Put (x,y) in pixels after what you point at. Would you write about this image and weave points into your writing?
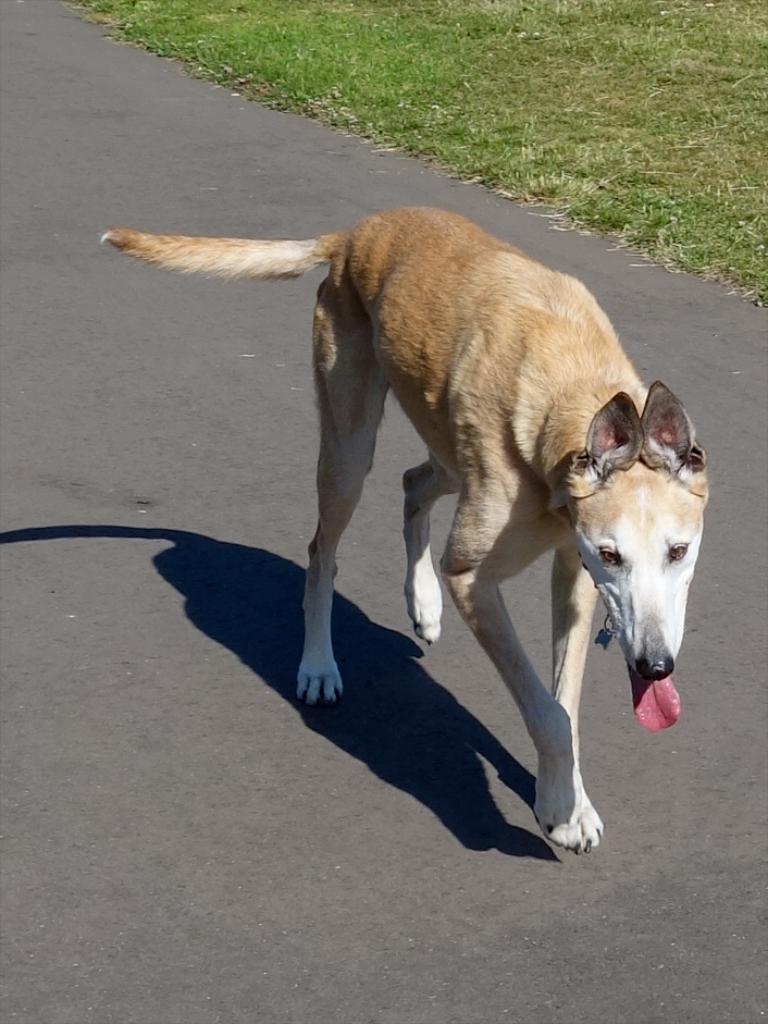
In this image we can see a dog (509,626) on the road (488,667). We can also see some grass (530,124).
